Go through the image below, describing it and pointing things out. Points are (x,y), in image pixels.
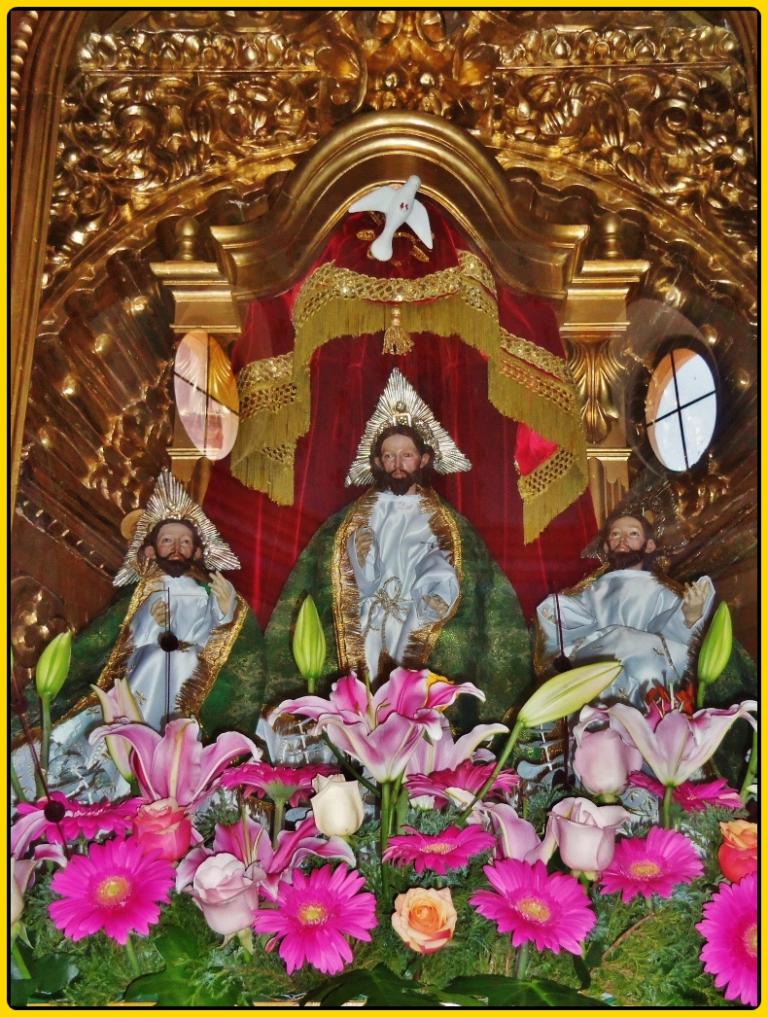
In this image I can see statues (367,553) of three persons (539,679), flowering plants (287,897), curtains (570,555) and a rooftop (227,226). This image looks like a photo frame.
